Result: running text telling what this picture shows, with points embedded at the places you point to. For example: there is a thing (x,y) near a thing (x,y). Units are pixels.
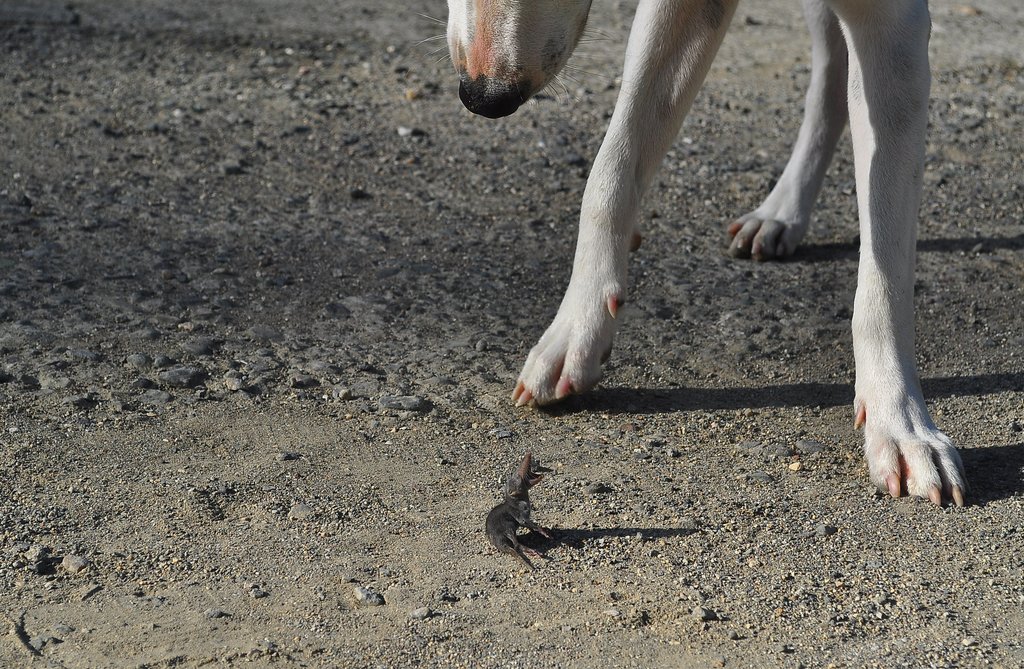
In the foreground of this image (711,587), it seems like an animal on the ground (612,617). At the top (659,55), there is a dog (855,147).
